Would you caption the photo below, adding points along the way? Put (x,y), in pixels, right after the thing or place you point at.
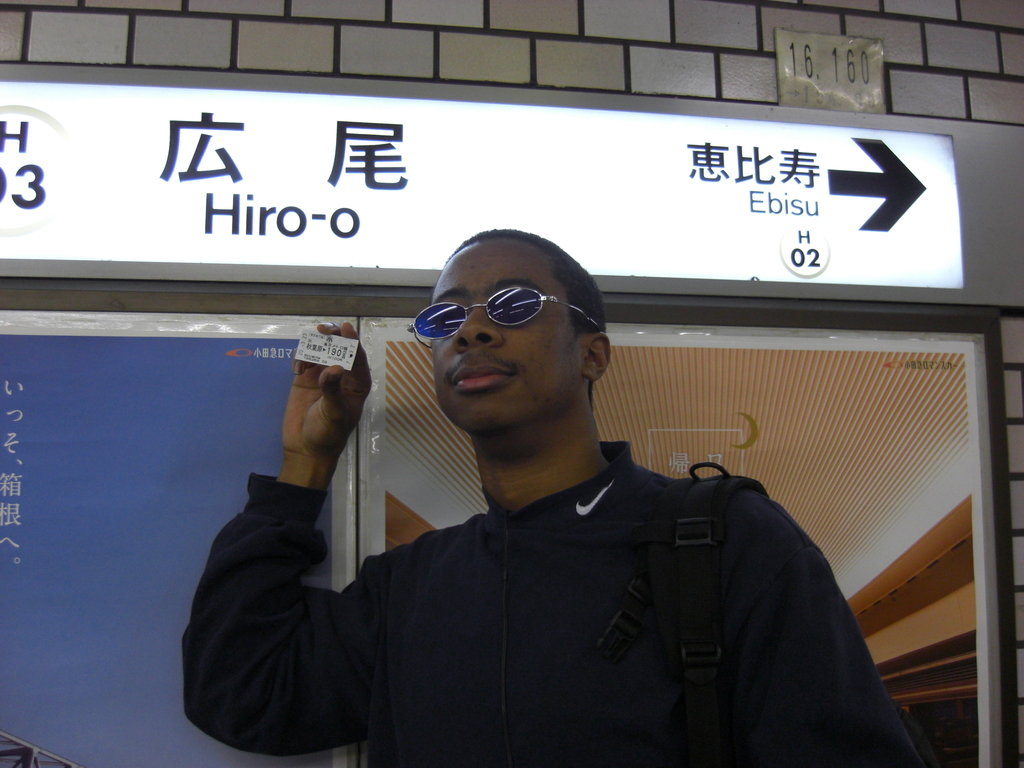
In this image, we can see a person (529,676) wearing clothes (472,680) and sunglasses (462,323). This person (436,343) is holding some card (339,359) with his hand (302,413). There is a board (473,179) on the wall (681,79) which is at the top of the image (626,62).
